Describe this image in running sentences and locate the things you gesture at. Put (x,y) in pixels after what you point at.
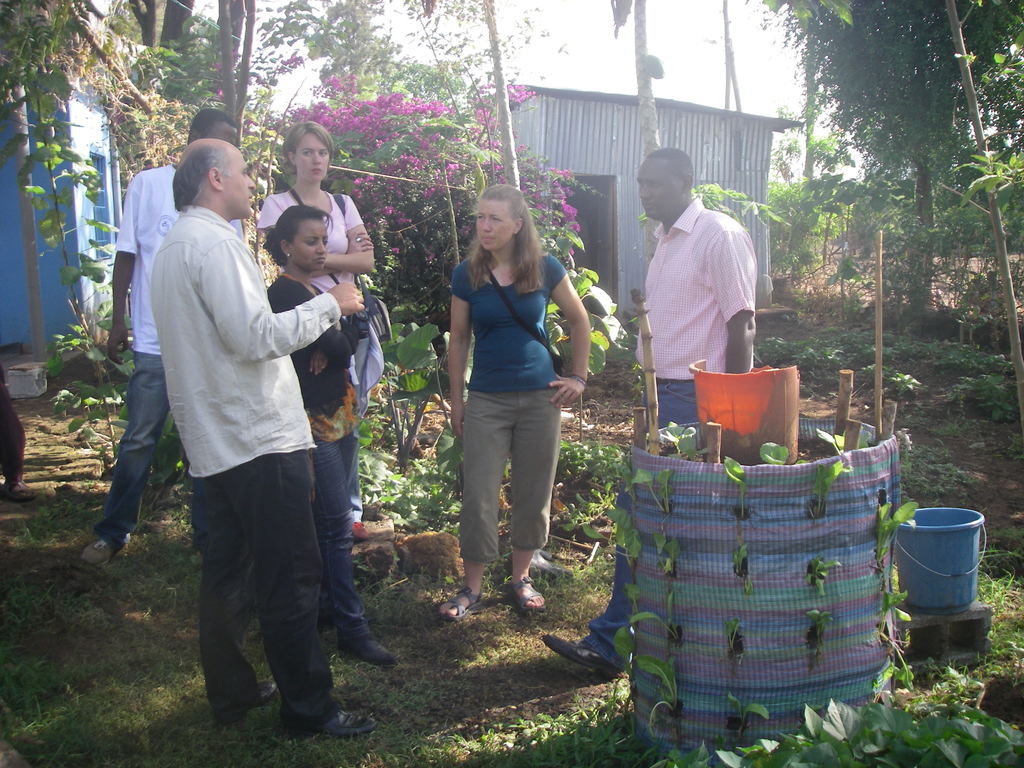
In this picture there are people (231,371) those who are standing in the center of the image (544,491) and there is greenery (266,81) around the area of the image.
